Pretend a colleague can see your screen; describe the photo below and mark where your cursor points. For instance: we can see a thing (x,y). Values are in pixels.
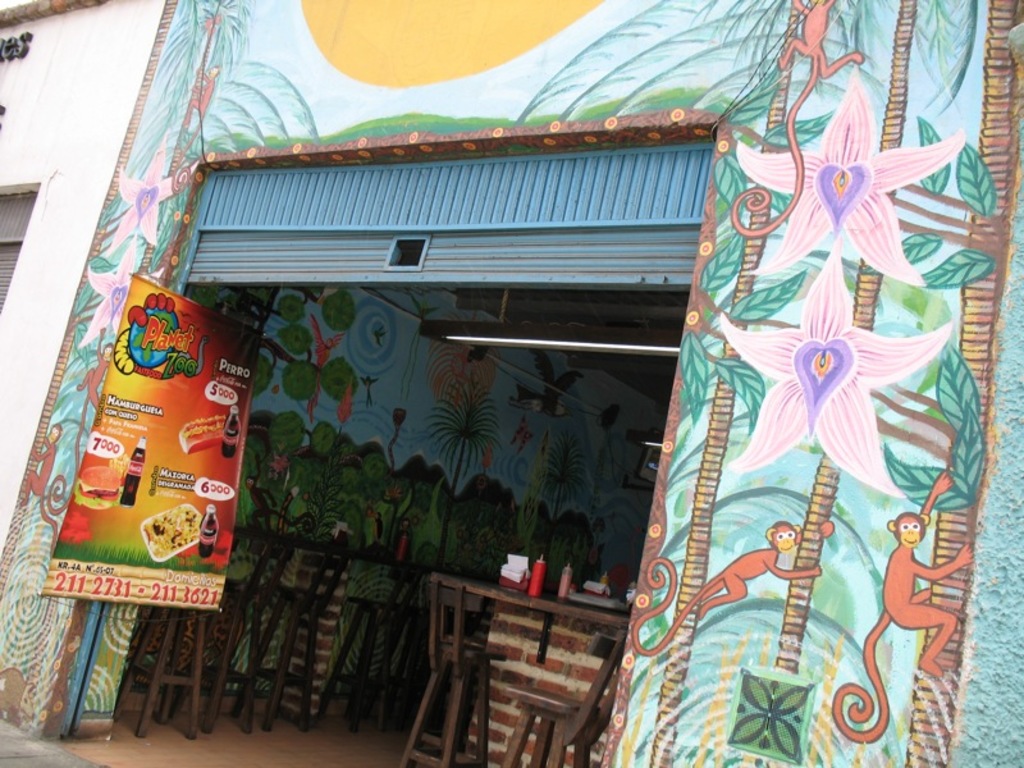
In this image we can see a building (108,606) with a stall (437,378) and it looks like a restaurant (297,448) and we can see the walls (364,349) with painting (377,350). There are some tables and chairs (374,601) and there are some objects (534,590) on the table (534,590).
